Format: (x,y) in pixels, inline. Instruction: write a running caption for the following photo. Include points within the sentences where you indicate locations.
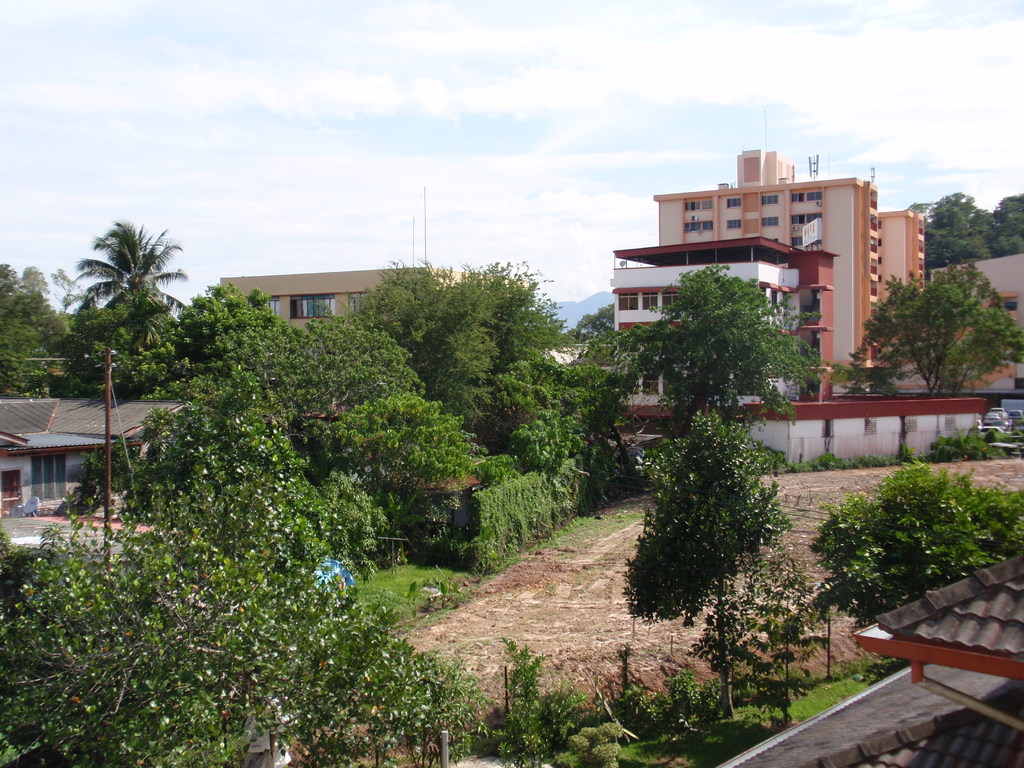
This picture is taken from the outside of the city (427,563). In this image, in the right corner (939,745), we can see a house (939,745). On the right side (1000,382), we can see some trees (928,346), vehicles (1022,420), building (853,341). On the left side (2,464), we can also see some houses (87,414), trees (147,353), electric pole (107,506), electric wires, plants (58,682), building (317,309), glass window (305,312). In the background (880,446), we can also see a wall (782,441), houses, trees (685,327), building (757,270), glass window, mountains (569,305), plants (903,454). At the top (569,95), we can see a sky (609,108) which is a bit cloudy, at the bottom (808,524), we can see a plant (694,647) and a land (569,602) with some stones (589,606).
